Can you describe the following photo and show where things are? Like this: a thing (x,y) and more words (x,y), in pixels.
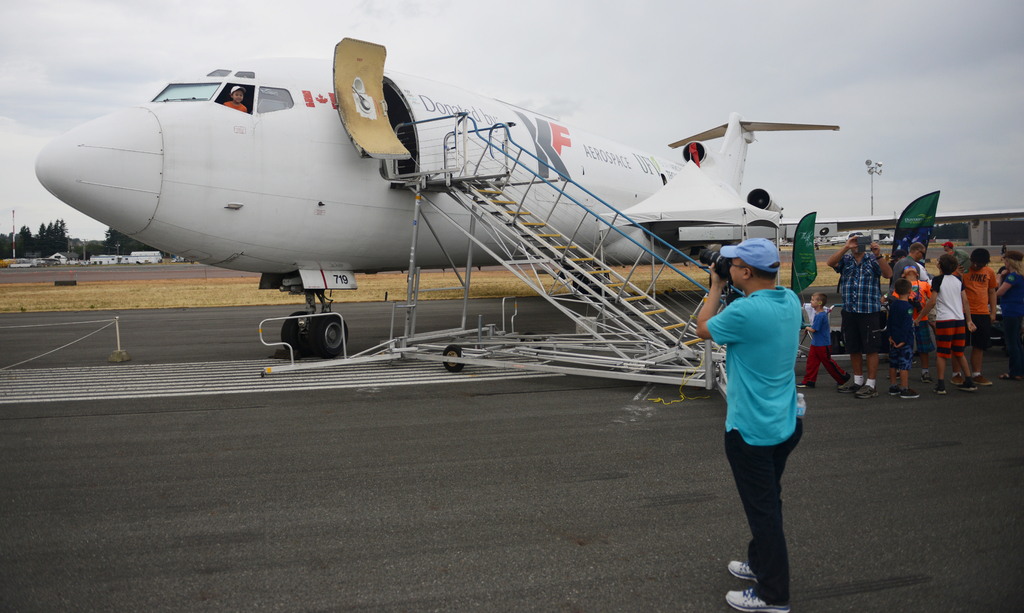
In this image we can see a person (743,564) taking a photograph by a camera (702,257) of a child (247,109) who is standing near the window (217,95) of an aeroplane (269,156). On the right side (878,262) we can see a person (844,333) standing holding a camera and some children (897,368) walking on the road (876,419). We can also see a pole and a house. On the left side (29,250) we can see rope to a pole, trees (44,250), house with roof (57,254) and the sky (14,131) which looks cloudy.
